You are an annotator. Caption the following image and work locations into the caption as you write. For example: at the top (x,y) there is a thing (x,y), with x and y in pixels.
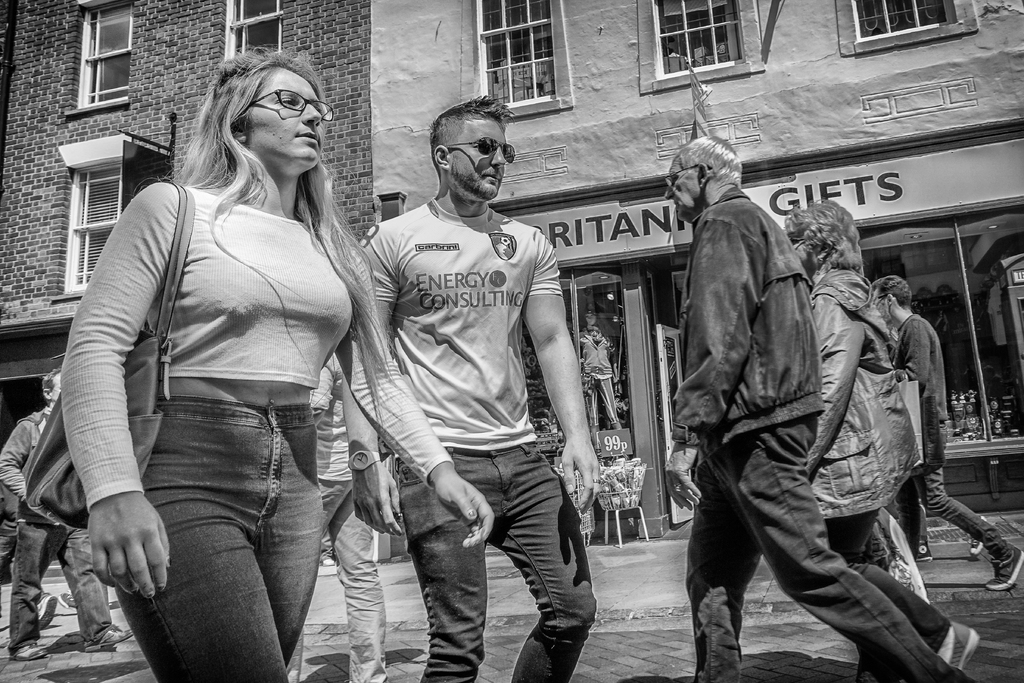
This is black and white picture, there are people (261,505) walking and this woman (231,373) wore bag (184,237). In the background (655,108) we can see building (342,29), windows (516,38) and glass (1006,338).
